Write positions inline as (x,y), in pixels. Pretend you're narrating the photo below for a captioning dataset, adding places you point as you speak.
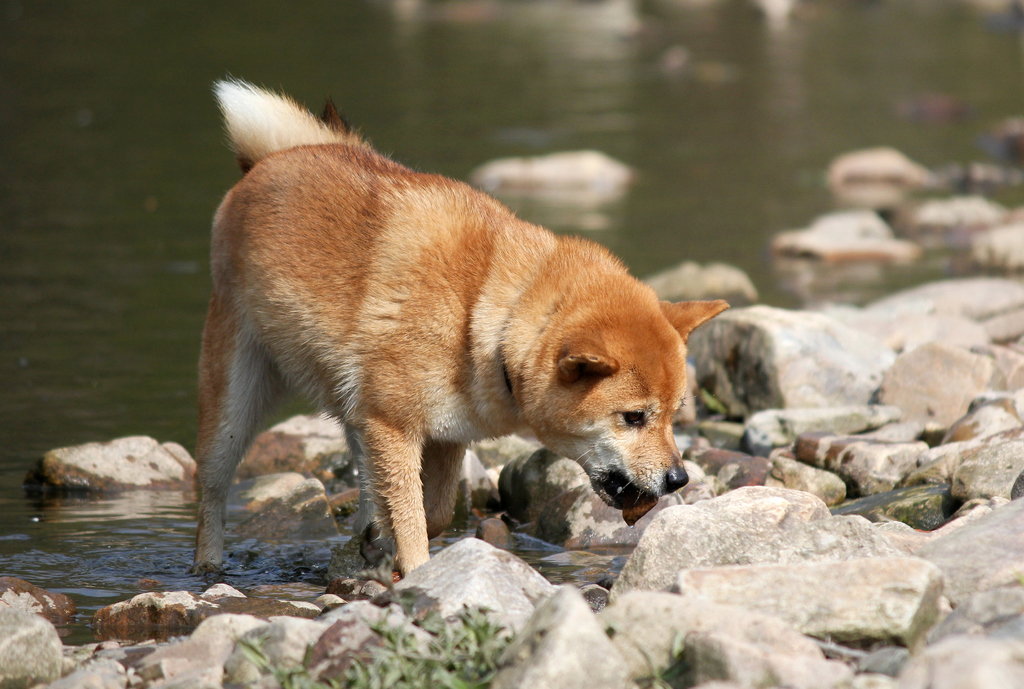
In this picture we can observe a dog (417,375) standing in the water (145,556). The dog (425,513) is in brown and white color. There are some stones (688,566) here. We can observe plants (392,648). In the background (506,70) there is some water (383,133).
